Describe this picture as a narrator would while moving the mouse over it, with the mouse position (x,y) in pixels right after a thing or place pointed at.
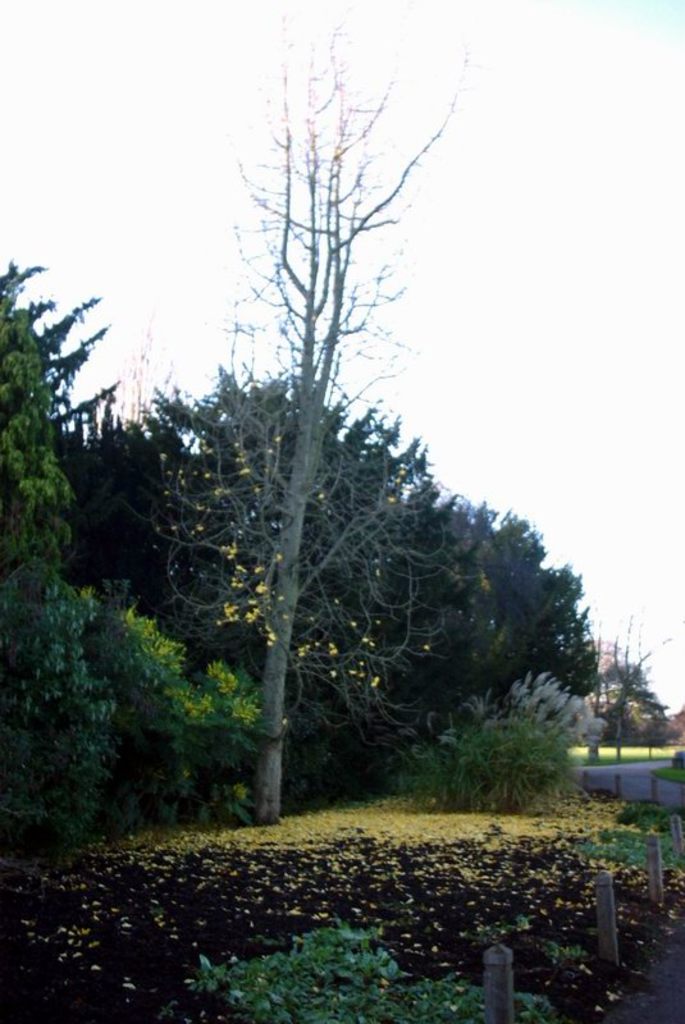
In the picture I can see some trees (447,711), flowers (423,840) on the ground (251,887), side there is a fence (602,911) and road (632,788).
